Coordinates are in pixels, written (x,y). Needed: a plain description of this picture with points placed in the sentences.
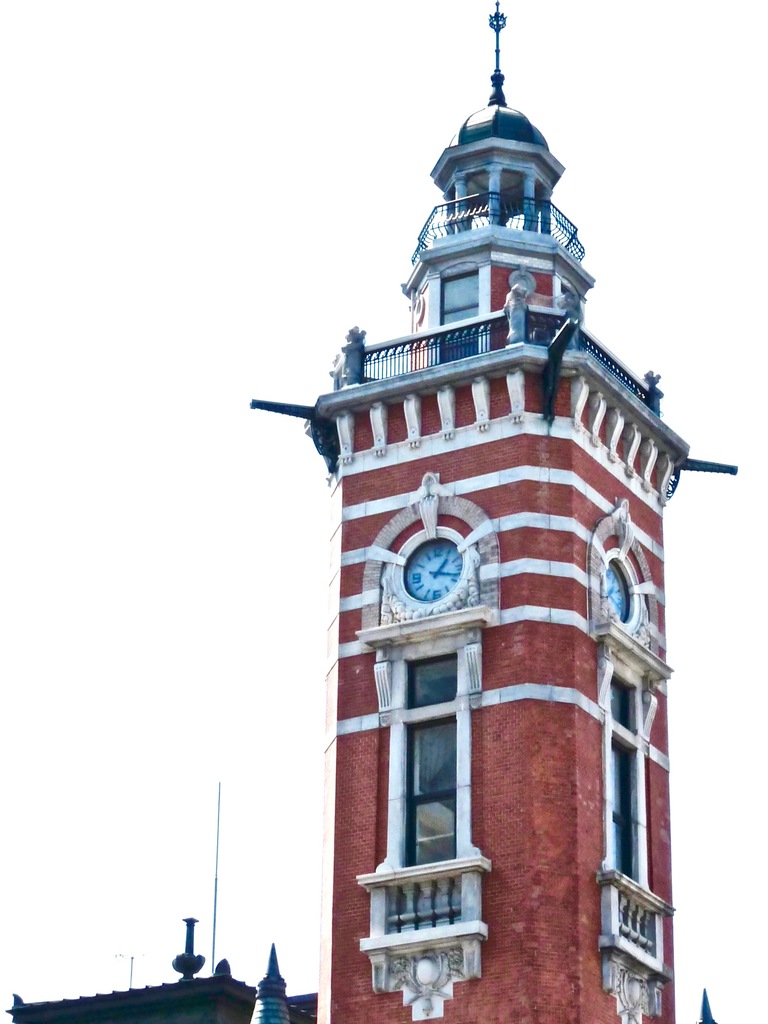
In this image we can see a building (457,896), on the walls (652,607) of the building (548,555) blocks (441,571) are attached. The building (517,896) is in red and white color.
